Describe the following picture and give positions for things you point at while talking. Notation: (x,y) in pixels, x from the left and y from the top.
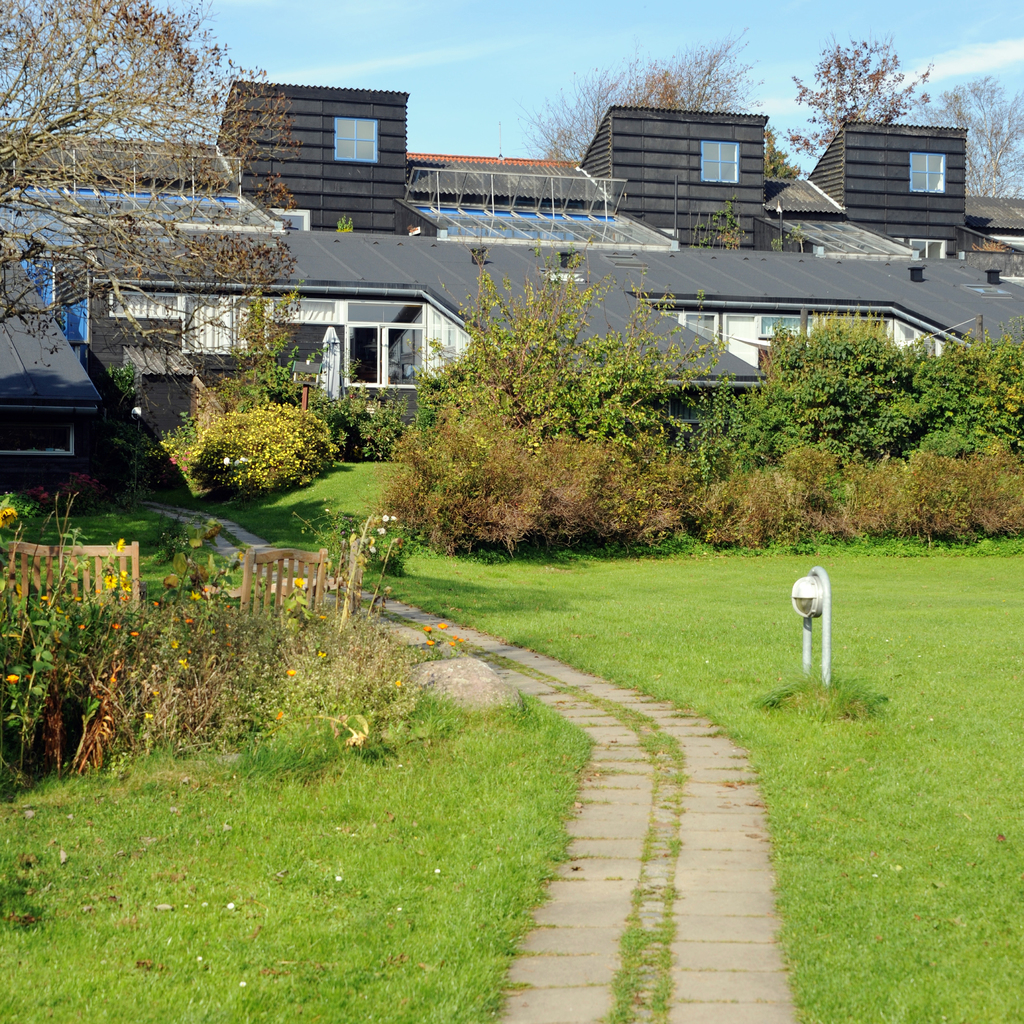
In this image here there few chairs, plants (269,638). In the background (195,258) there are buildings (272,303), plants (612,475), trees (837,115). This is a path (600,934).
